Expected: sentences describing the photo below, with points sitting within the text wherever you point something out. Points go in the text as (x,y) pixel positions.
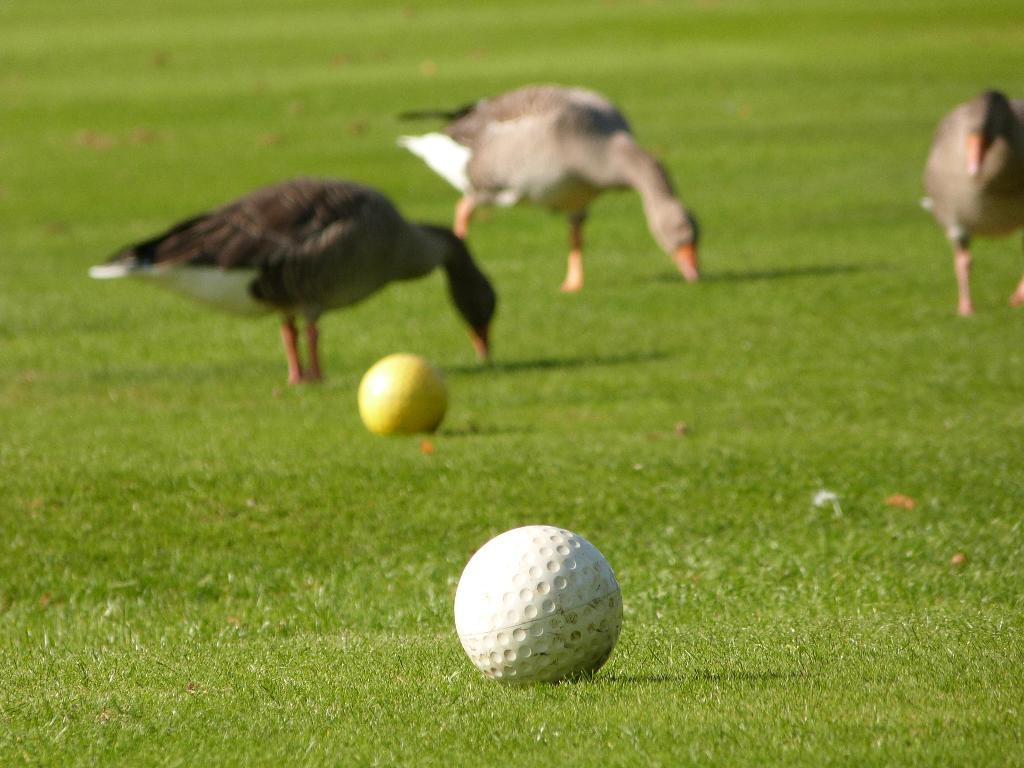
In this image we can see few birds (334,254) on the ground (736,225). There are few balls (389,427) on the ground (512,438). There is a grassy land (791,475) in the image.
